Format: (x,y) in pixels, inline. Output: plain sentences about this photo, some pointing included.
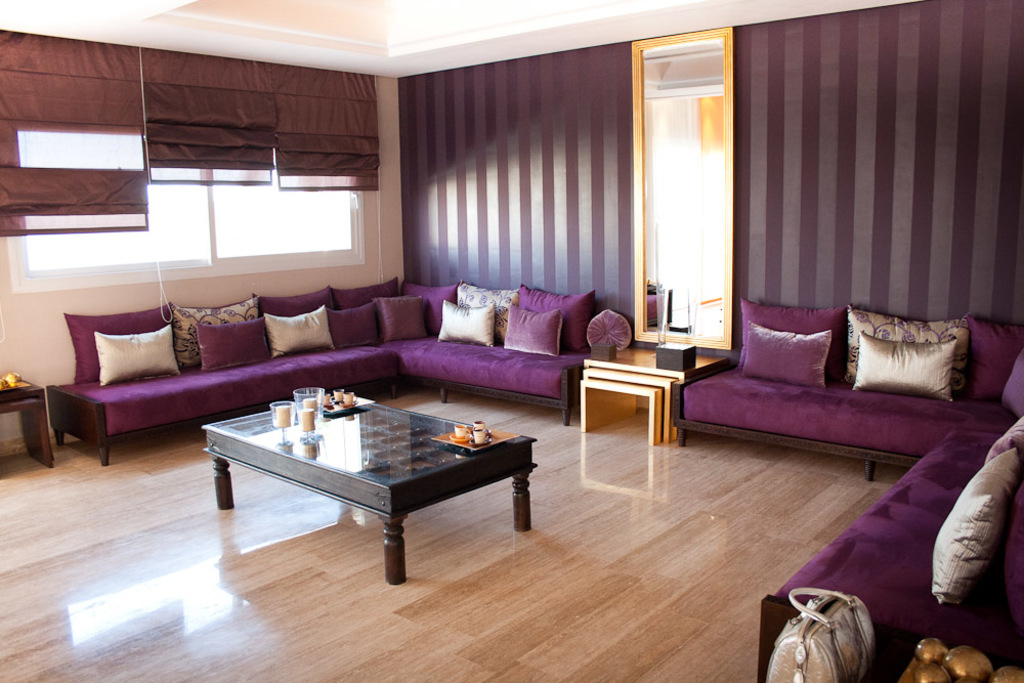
In this picture we can see a wooden floor (235,614) and on the floor (86,516) there are tables (440,468) and couches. On the table (394,455) there are trays (499,433), cups (480,431) and other things (306,423) and on the couches (518,362) there are cushions (295,327). On the right side of the table (335,430) there is a mirror (672,329) and on the left side of the couches (208,383) there is a glass window (202,228) with some items (234,167).
